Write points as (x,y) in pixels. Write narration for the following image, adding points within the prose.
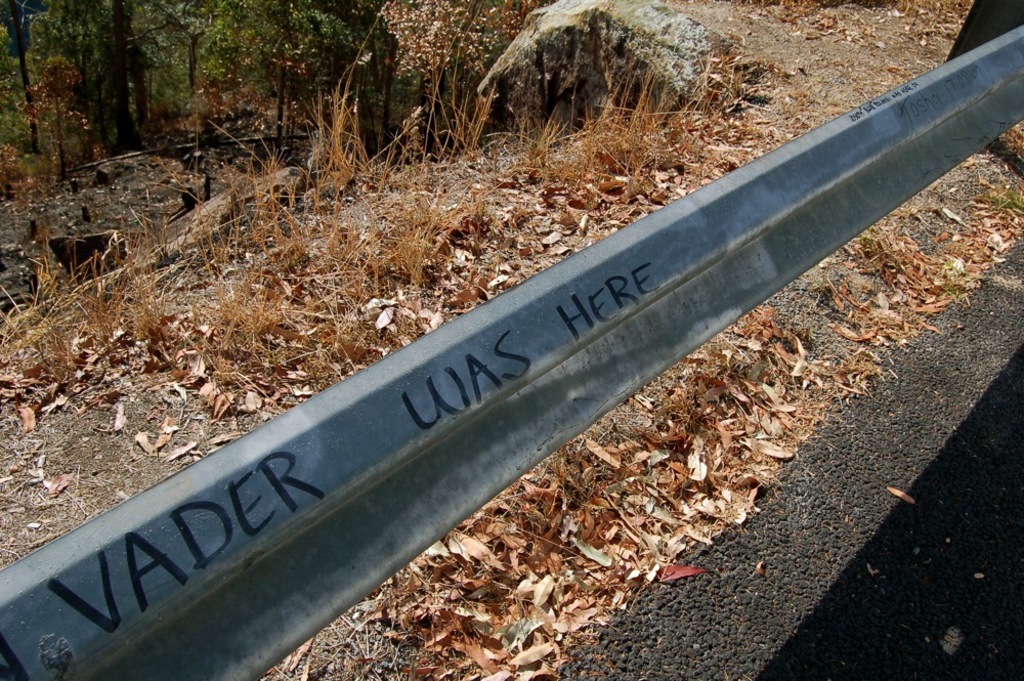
In the middle of the image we can see a fencing (224,580). Behind the fencing (921,107) there are some leaves (780,6) and grass (646,85) and trees (15,54).
